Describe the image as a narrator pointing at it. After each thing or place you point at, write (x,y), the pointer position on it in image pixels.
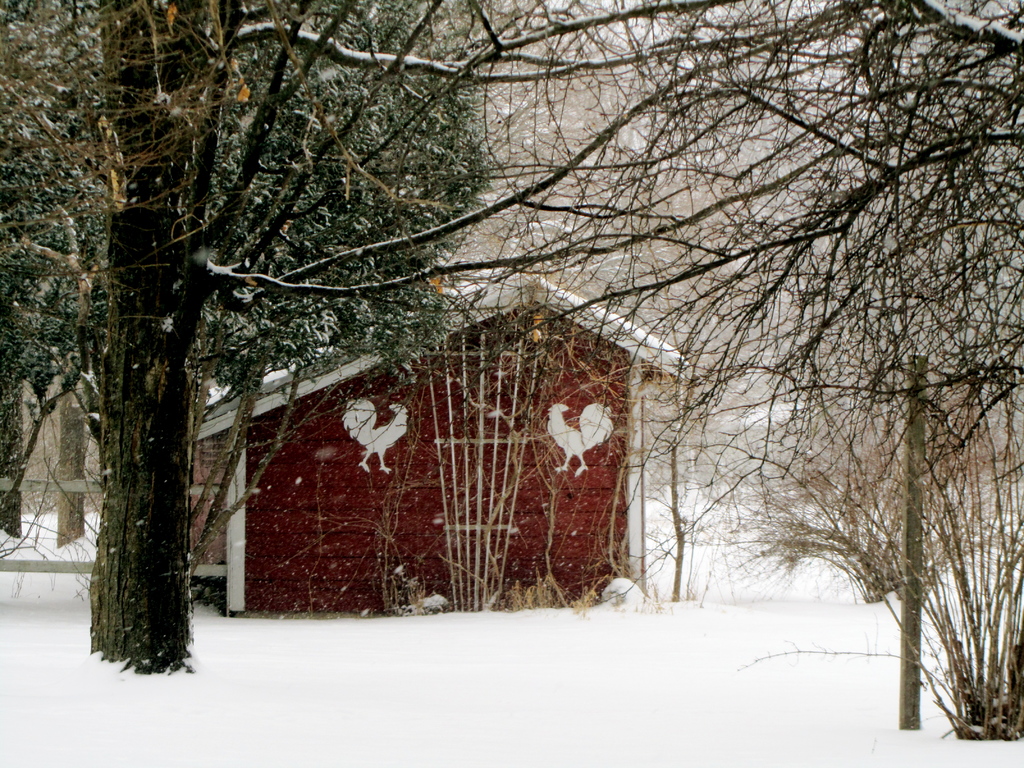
In this picture, we can see the ground (384,639) with snow (450,662), we can see house (475,421), and trees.
